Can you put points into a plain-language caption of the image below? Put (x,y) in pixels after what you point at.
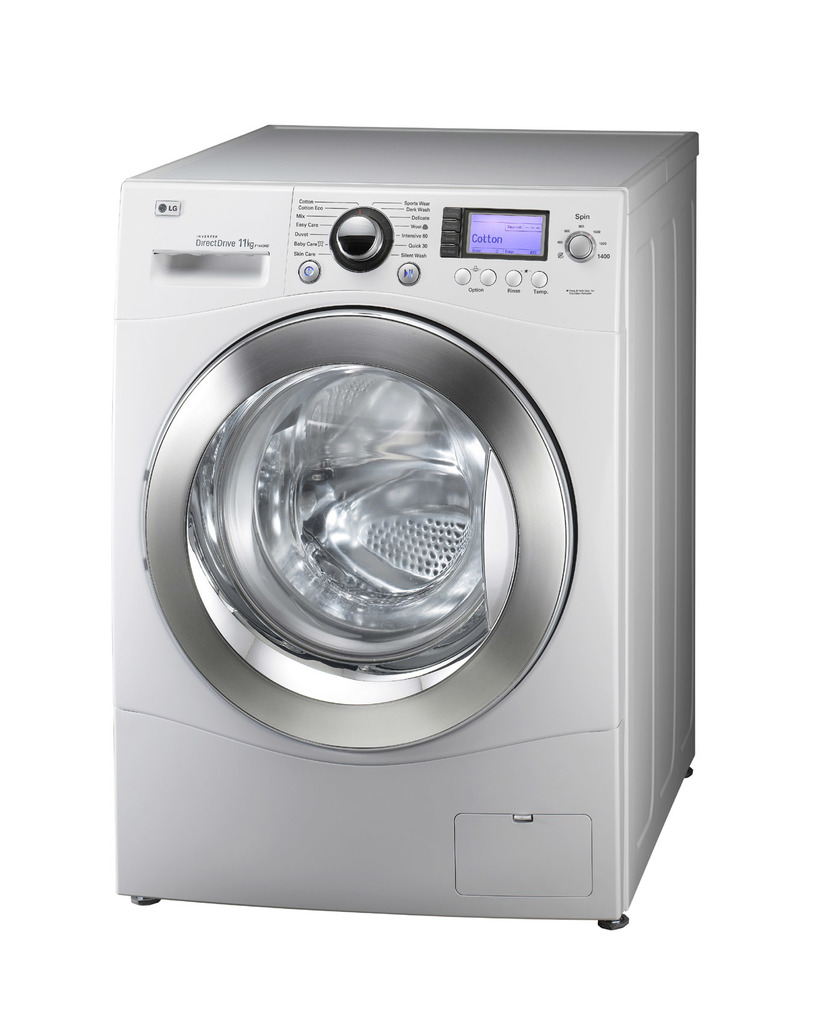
In this picture there is a washing machine (154,532) in the center of the image (358,379).
